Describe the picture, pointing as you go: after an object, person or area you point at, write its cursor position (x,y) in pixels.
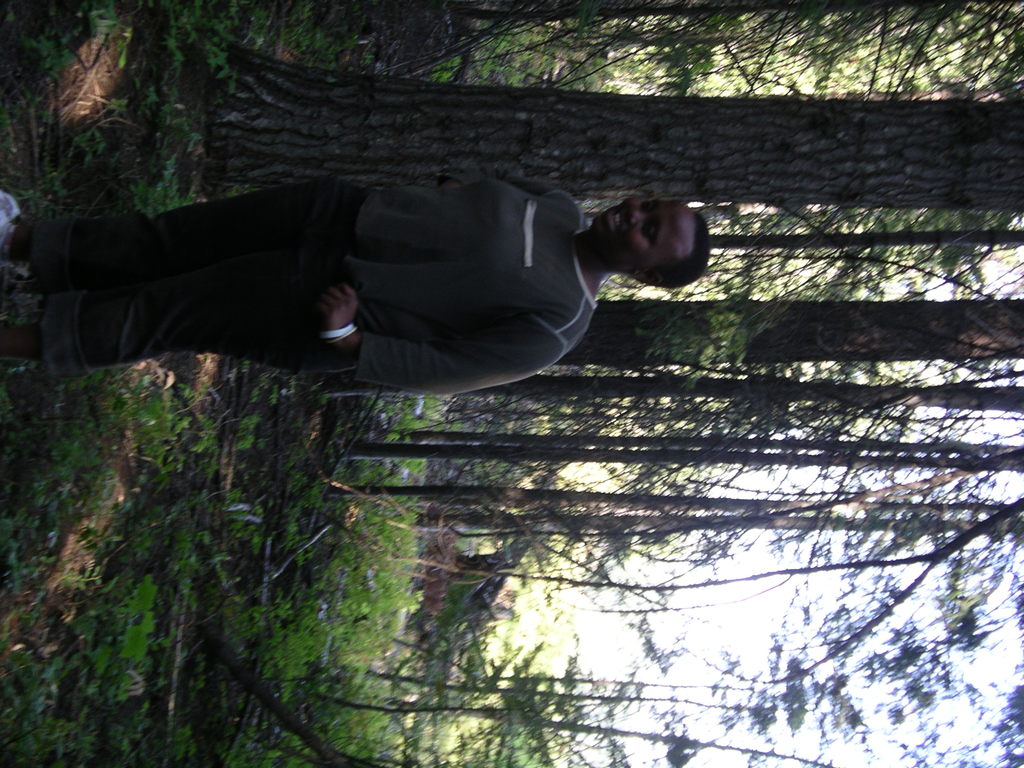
In this image I can see the person (240,326) with the dress (270,226). In the background (958,46) I can see many trees (945,54) and the sky (690,654).
